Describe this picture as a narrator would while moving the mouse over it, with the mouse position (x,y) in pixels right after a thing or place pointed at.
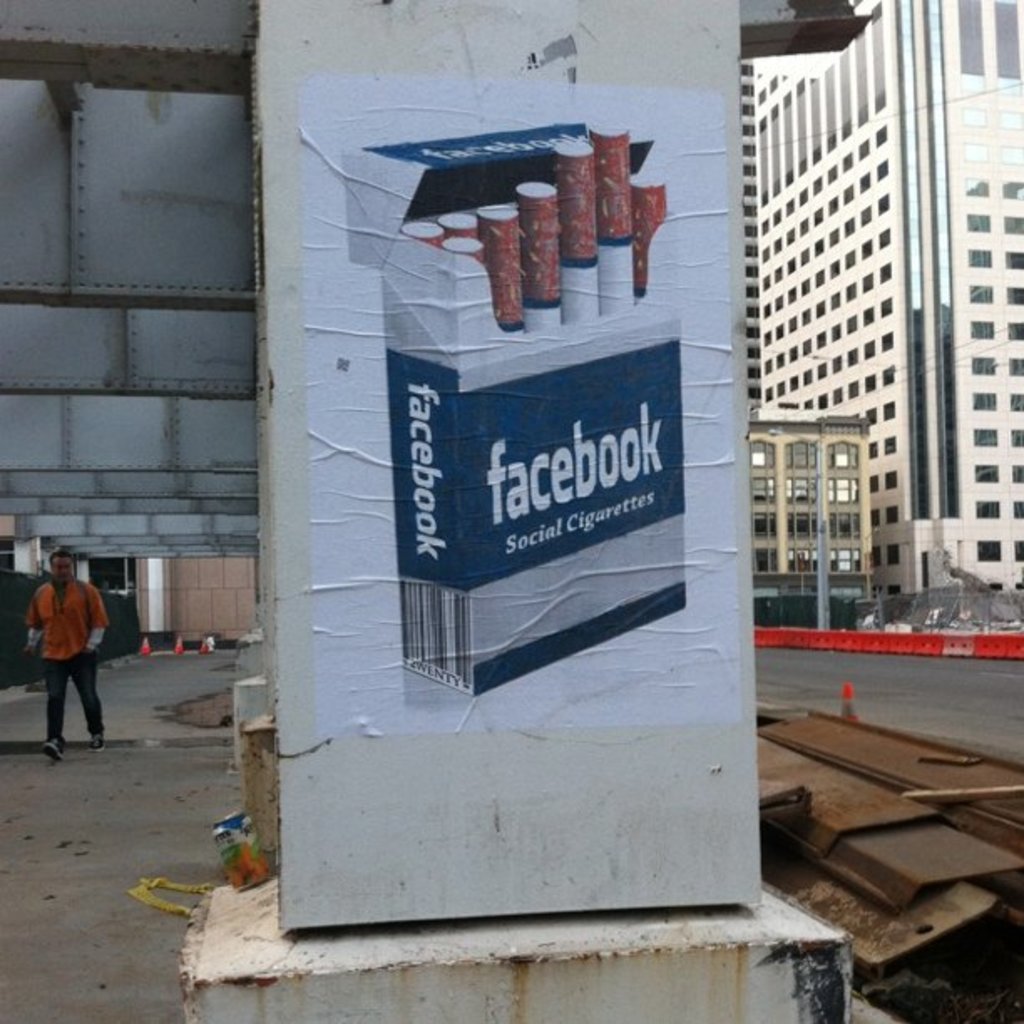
This is a poster (606,253), which is attached to the pillar (405,847). I can see the buildings (801,448) with the windows (869,452). Here is a person (81,688) walking. I think this is a flyover (207,325). These are the iron pillars (960,844).
